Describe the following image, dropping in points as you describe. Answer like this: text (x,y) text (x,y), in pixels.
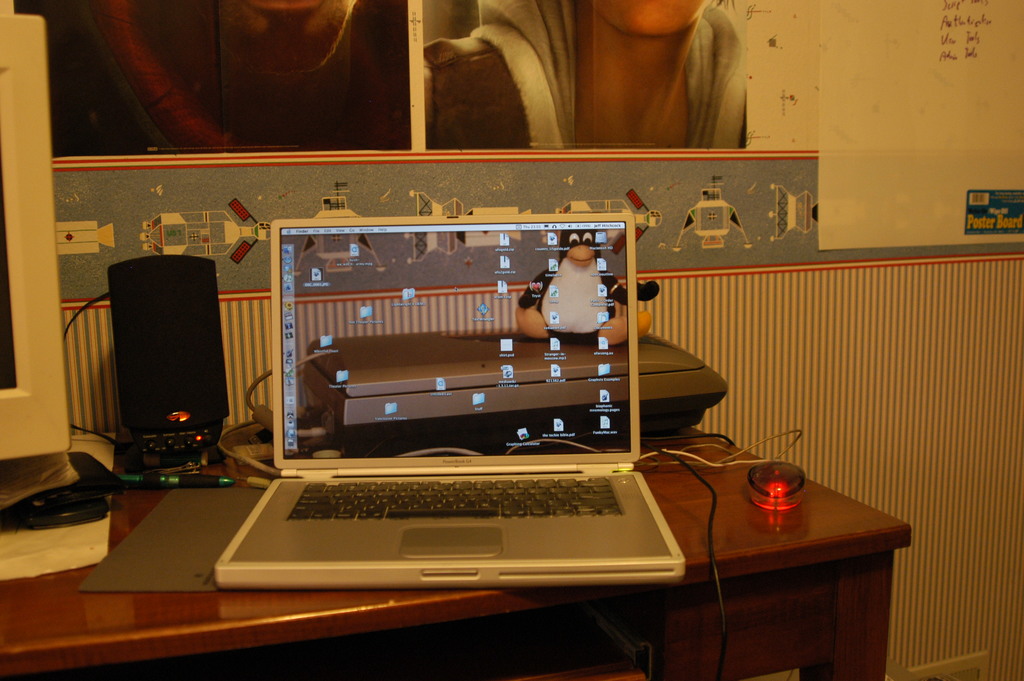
In this picture we can see laptop (503,468), mouse (757,470), wires (707,464), speakers (203,426), pen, monitor (14,245) on table (771,515) and in background (792,80) we can see wall (783,70) with poster (387,95).
